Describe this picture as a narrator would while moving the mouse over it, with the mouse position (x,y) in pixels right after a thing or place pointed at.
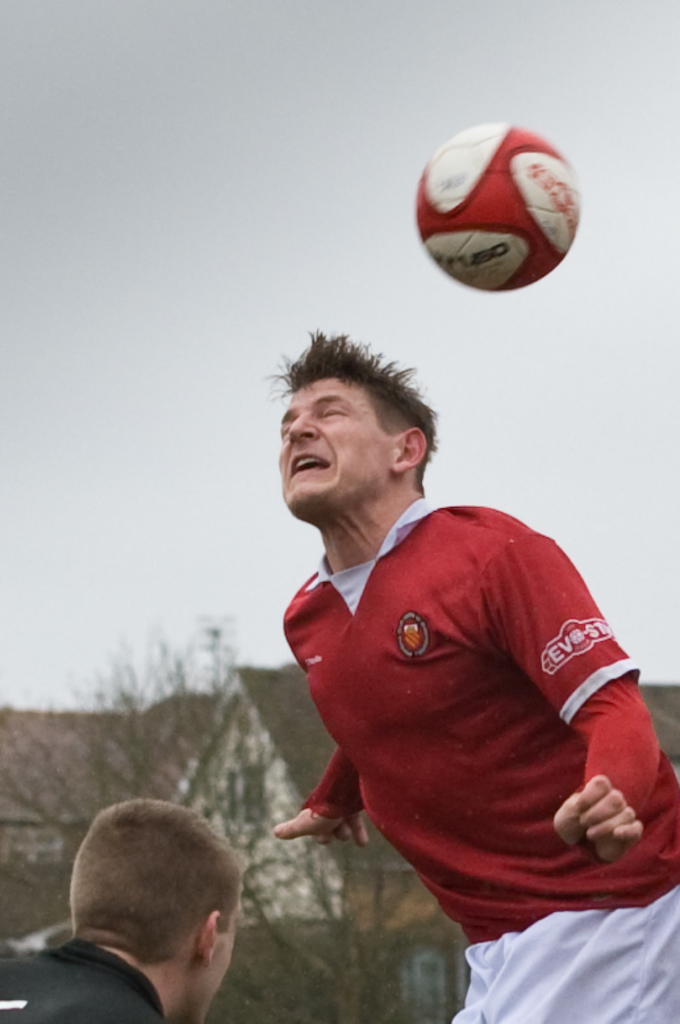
In this image I can see two men (348,825). The man (327,521) who is on the right side (500,853) is wearing a red color t-shirt (459,786) and jumping. It seems like these are playing a game with a ball (494,194). In the background (303,709) there are trees (122,725) and buildings (75,729). At the top of the image (232,210) I can see the sky (208,161).
